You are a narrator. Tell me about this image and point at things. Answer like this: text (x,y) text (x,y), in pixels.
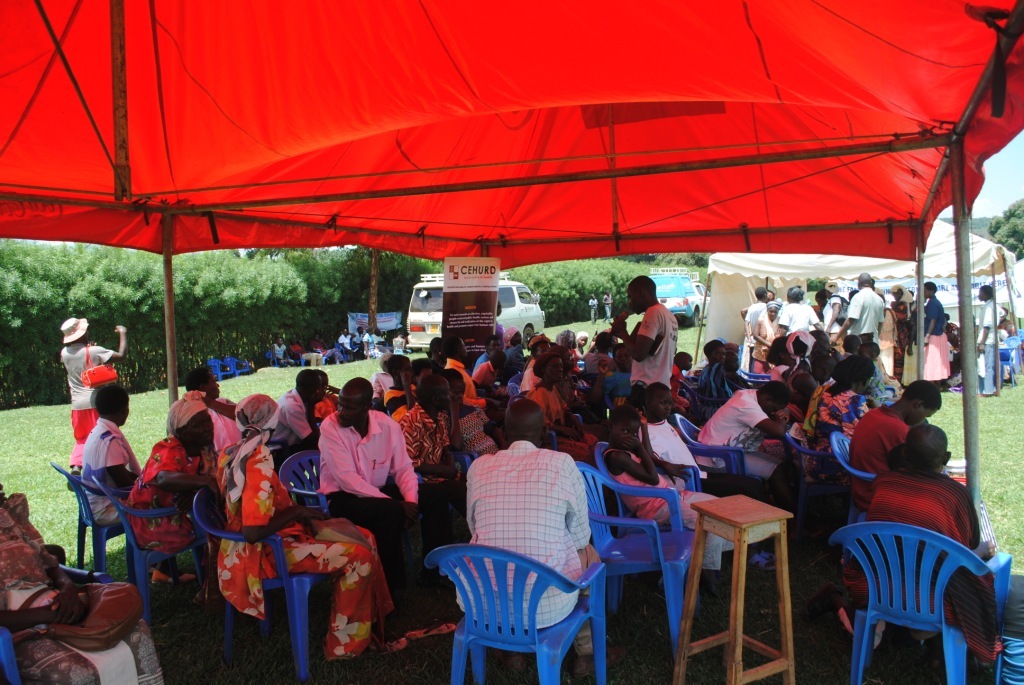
In this image, we can see people (368,432) sitting under tents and some are standing. In the background (301,249), there are trees (395,279), vehicles (504,285).
